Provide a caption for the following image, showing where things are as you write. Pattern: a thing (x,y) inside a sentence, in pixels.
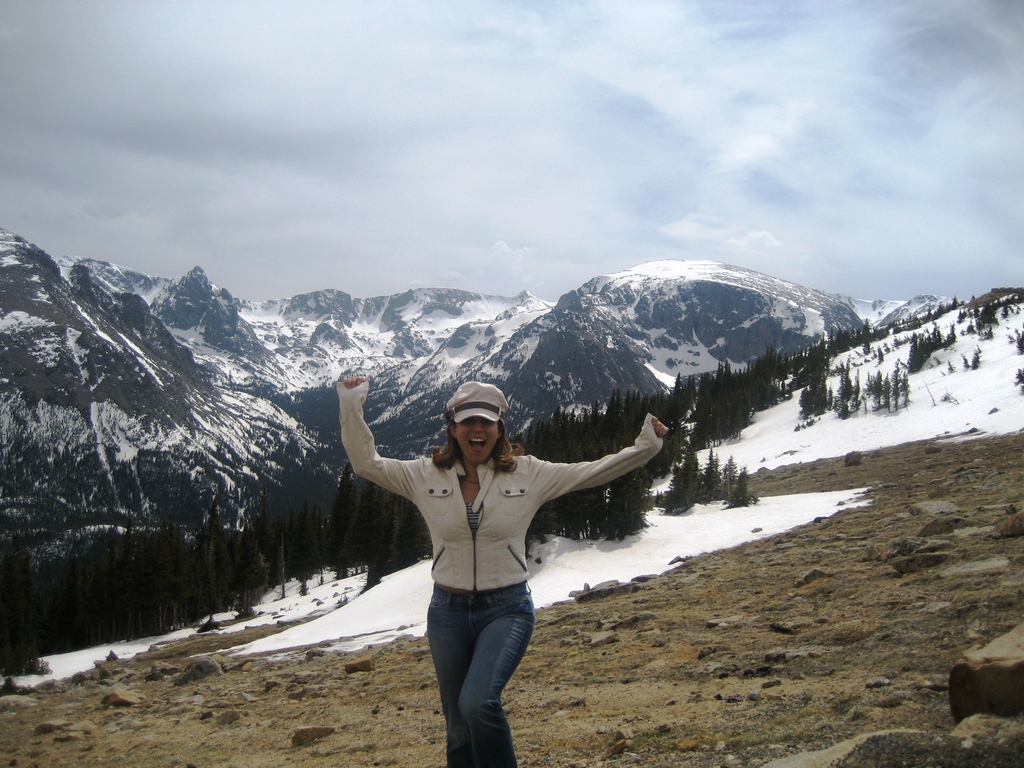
In this image there are mountains (510,378). There are trees (129,614) and grass (568,620). There is snow (622,570). There is a woman (514,640). There are clouds (129,187) in the sky (895,185).
